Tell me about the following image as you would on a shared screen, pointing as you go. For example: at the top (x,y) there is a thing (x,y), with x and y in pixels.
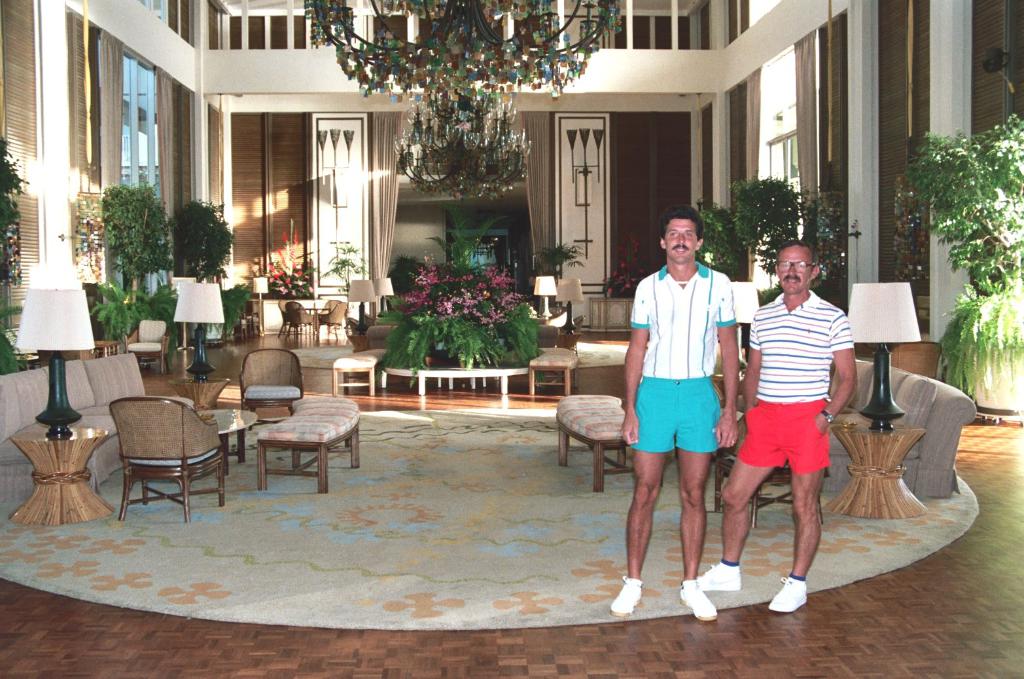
This is a picture in a hotel (853,282), the two persons (661,460) were standing on the wooden floor (889,628). The wooden floor (477,643) is covered with the mat (364,525) on the mat (353,557) there are the tables (232,427), chairs (176,436), and sofas (129,386) on the table (61,471) there are the lamp (55,359). On the wooden floor (222,350) there are the flower pots (231,324) background of the persons (729,324) is a wall (674,165). And this is a chandelier (447,89).
